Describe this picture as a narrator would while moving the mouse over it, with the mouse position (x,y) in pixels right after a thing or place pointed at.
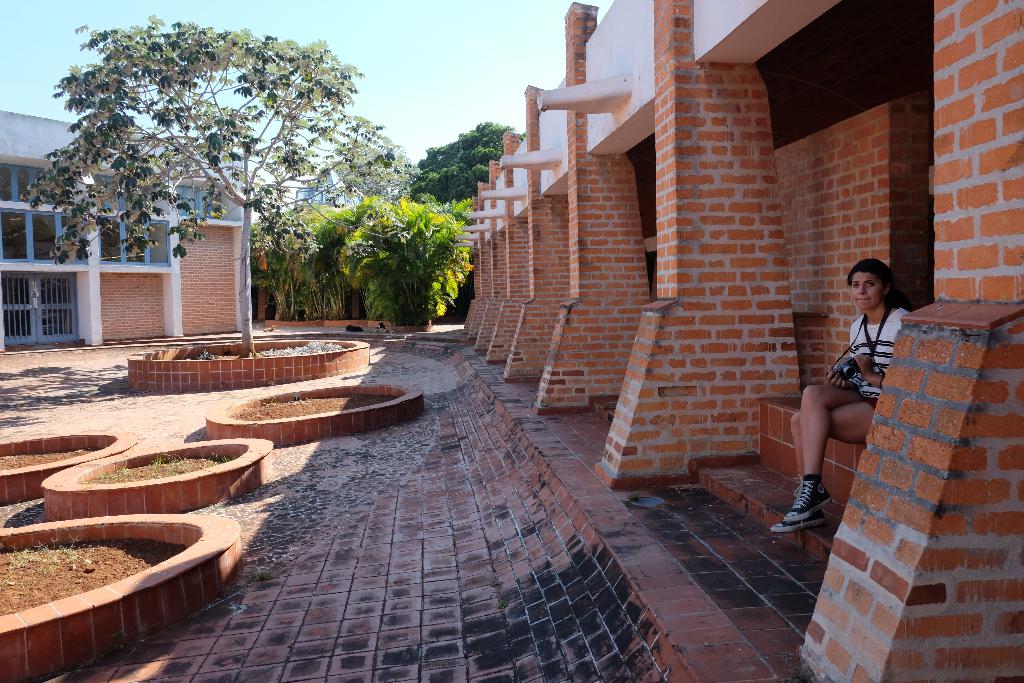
In this image we can see a person (832,379) sitting on the stairs (782,469) and wearing camera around the neck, trees (270,224), doors (42,282), windows (112,257) and sky (412,74).
